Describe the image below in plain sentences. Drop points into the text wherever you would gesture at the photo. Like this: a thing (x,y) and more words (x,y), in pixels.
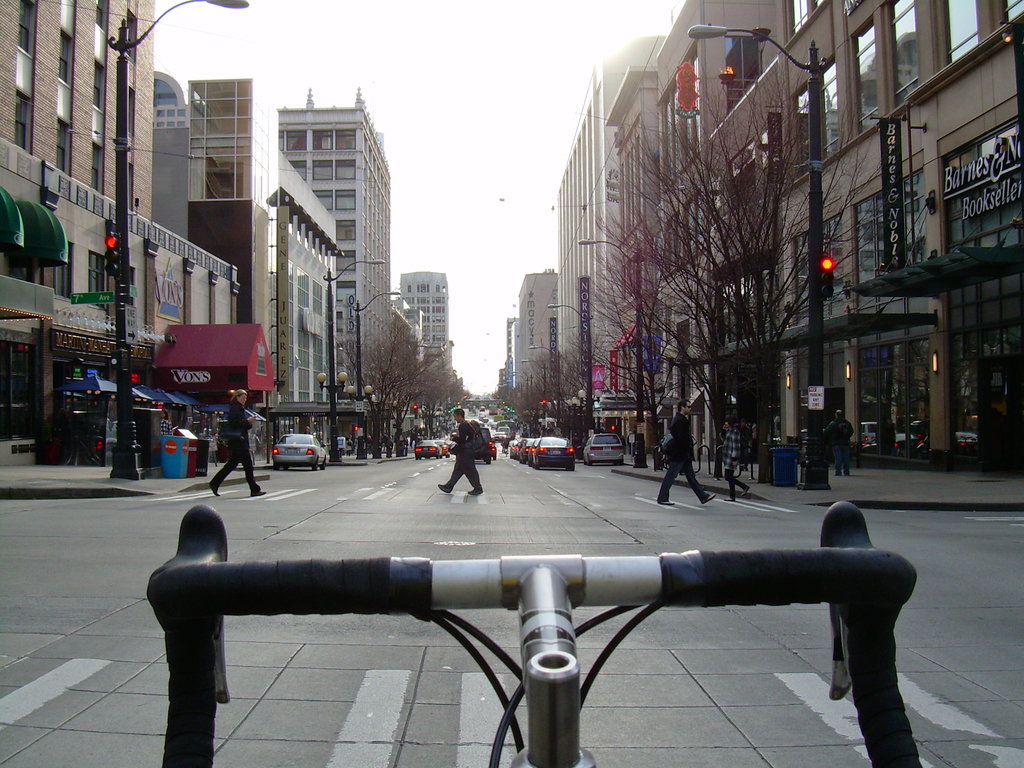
In this image we can see a group of buildings (248,317). In front of the buildings (666,333) we can see trees (547,385), vehicles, poles (359,339) with lights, dustbins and the person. At the top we can see the sky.
